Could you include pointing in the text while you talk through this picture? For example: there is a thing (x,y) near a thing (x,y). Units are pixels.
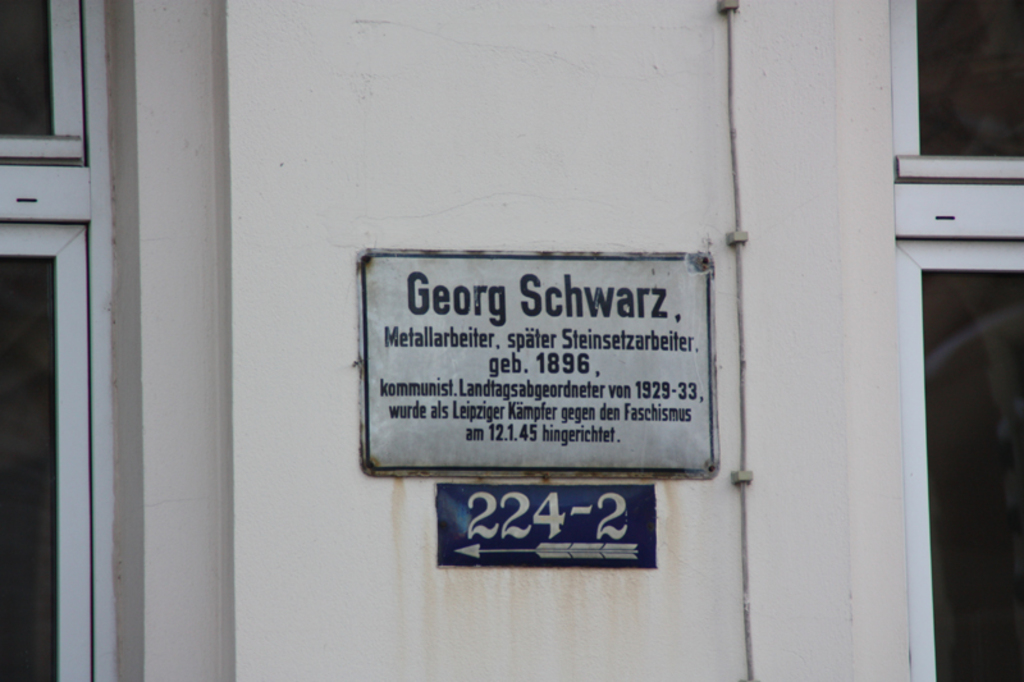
There is a hoarding (469,352) and a violet color signboard (616,535) on the wall (668,526) of the building (674,100) which is having glass windows (988,58).
